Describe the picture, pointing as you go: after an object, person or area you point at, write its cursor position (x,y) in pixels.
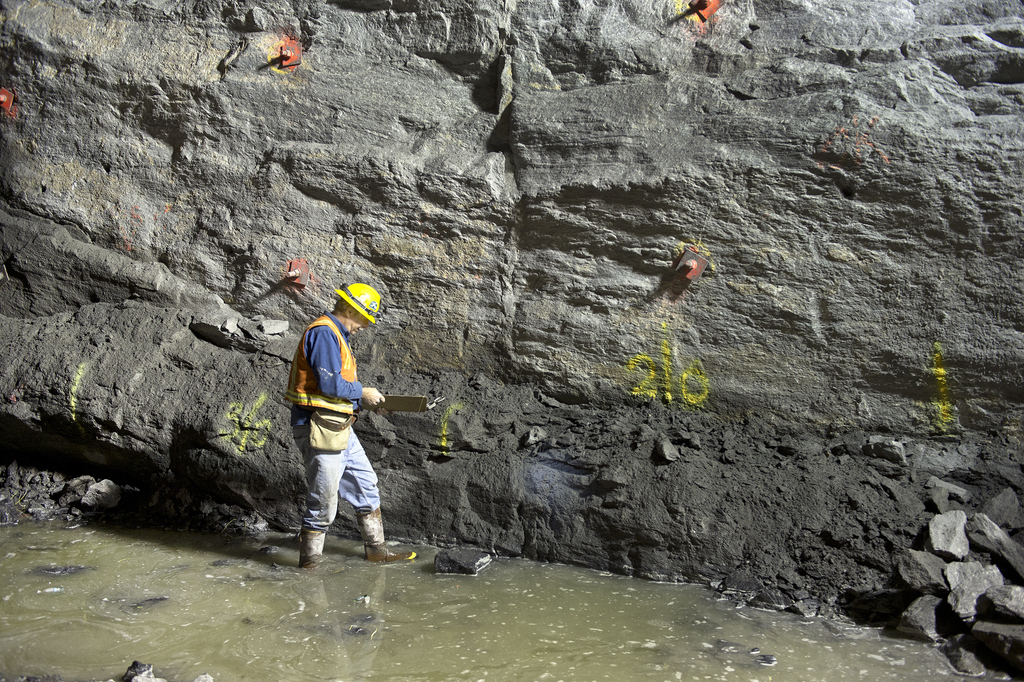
In the center of the image (354,332) there is a person (355,317) wearing a helmet (366,288) and shoes (310,551). In the background of the image (60,124) there is rock (221,314). At the bottom of the image (354,643) there is water (423,641).
